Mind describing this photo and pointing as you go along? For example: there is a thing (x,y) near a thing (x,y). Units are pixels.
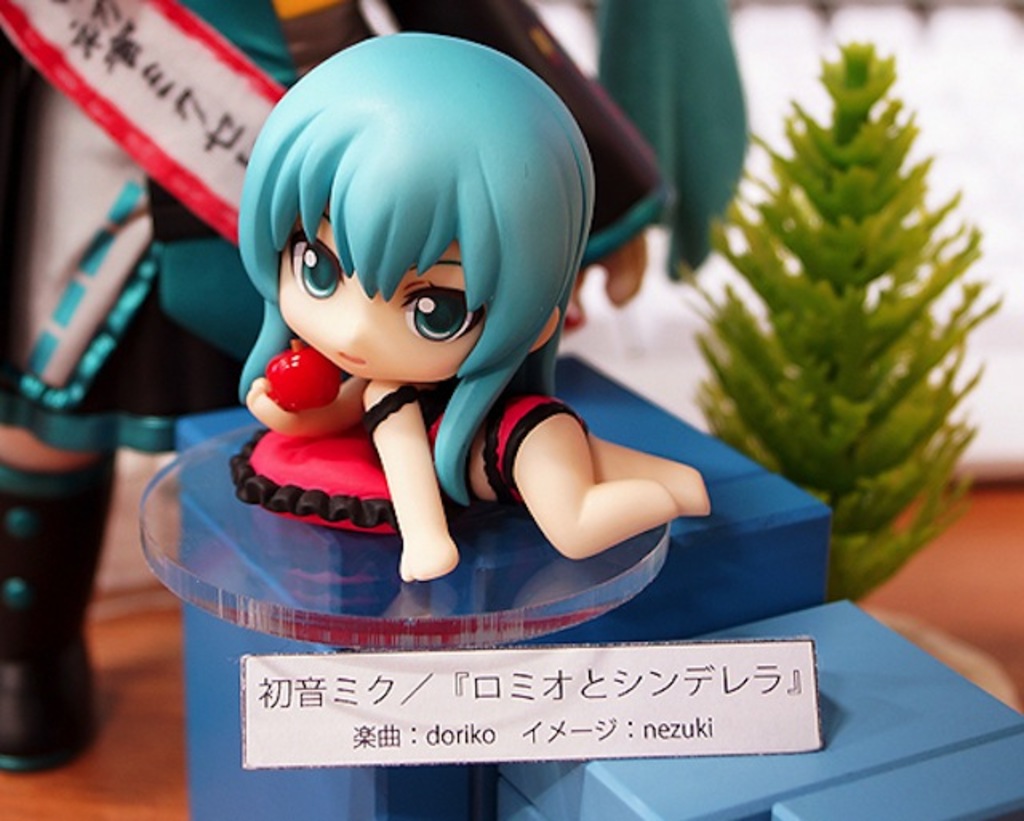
In this image I can see toys (242,205) kept on blue color box (816,534) and a paper (611,647) attached on box (742,773) and I can see a text (550,679) on it and I can see a plant (858,324) on the right side (915,474).
